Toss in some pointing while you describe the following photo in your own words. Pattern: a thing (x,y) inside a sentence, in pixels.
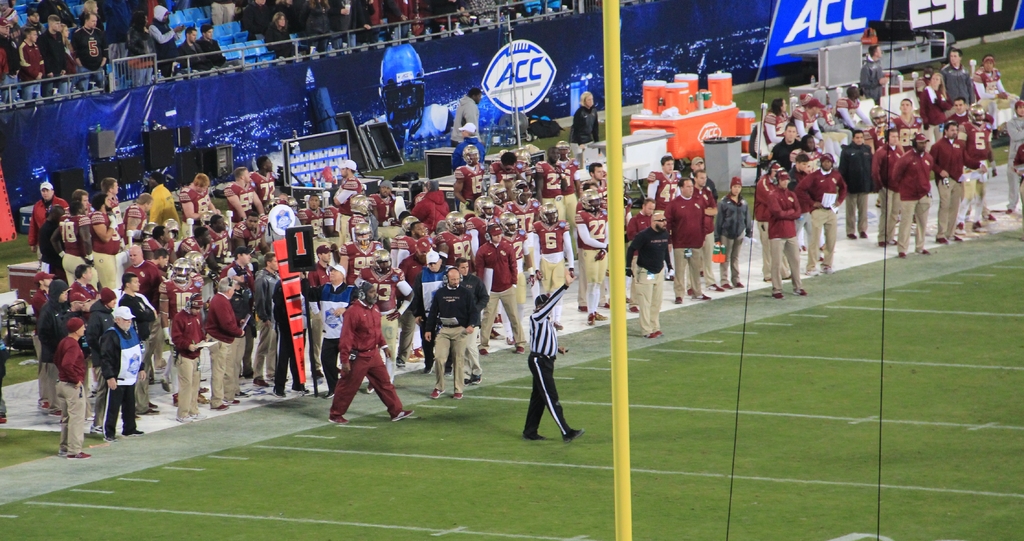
In this image I can see ground (532,458) and on it I can see number of white lines (545,466). I can also see number of people (587,224) where few are sitting and rest all are standing. I can see most of them are wearing same colour of dress (431,210). Here I can see few orange colour water coolers (717,103) and on these boards (436,92) I can see something is written.
